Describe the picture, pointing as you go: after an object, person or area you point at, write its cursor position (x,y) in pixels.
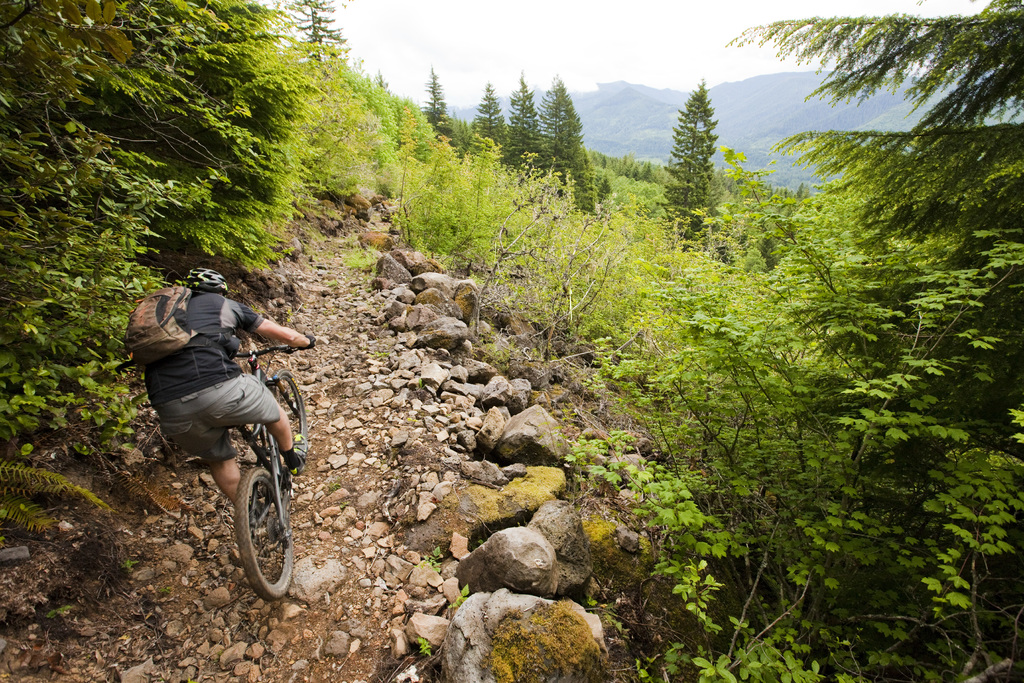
In this image I can see on the left side (256,397) a person (295,436) is riding the cycle (280,493). He wore t-shirt (228,360), short (267,409), bag (179,326) and helmet (189,275). There are trees (33,271) on either side of this image. At the top (500,53) there is the sky (513,63).
